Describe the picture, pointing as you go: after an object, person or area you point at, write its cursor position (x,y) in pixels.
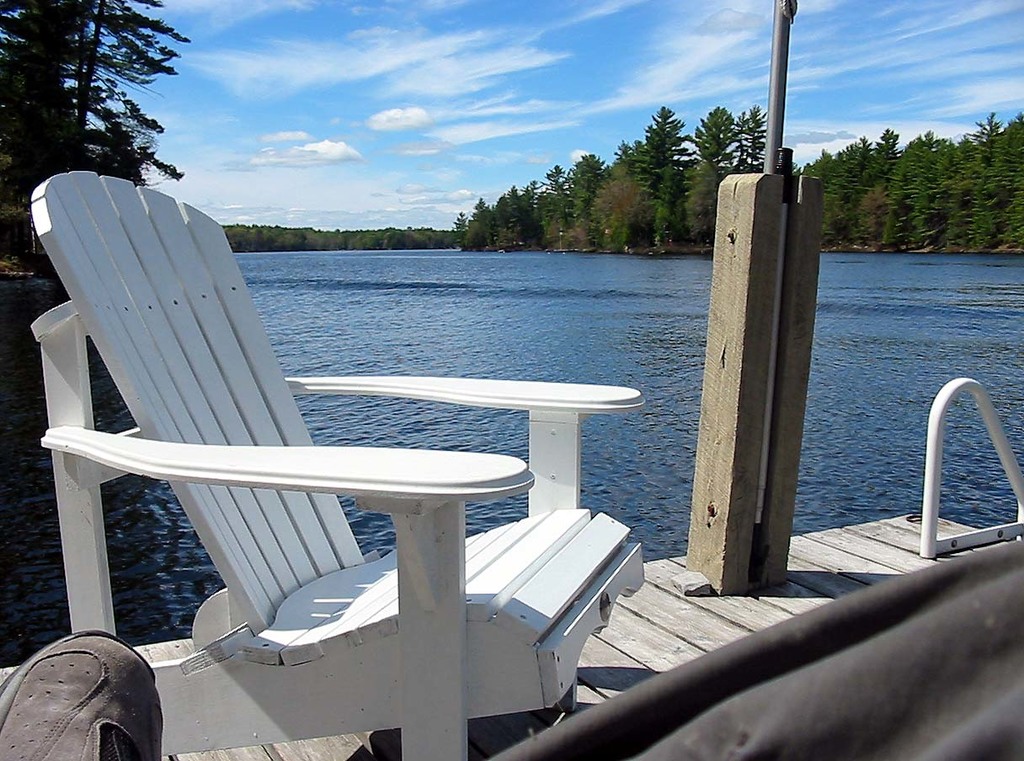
There is a white color wooden chair (430,499) on the wooden floor (648,633). In the background (365,267), there is a pole (815,201), there is water (529,294) of a river (531,307), there are trees (701,135) and clouds (538,106) in the blue sky (426,72).
